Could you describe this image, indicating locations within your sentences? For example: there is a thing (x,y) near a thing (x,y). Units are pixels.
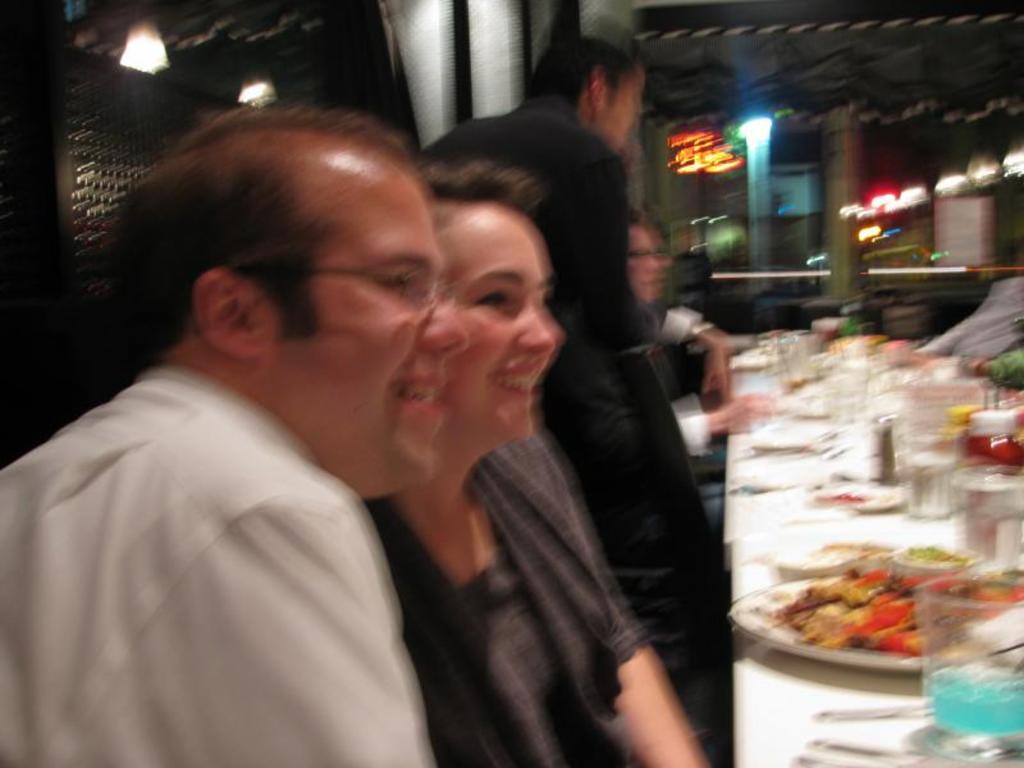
In this image I can see people (407,403) where one is standing and rest all are sitting. I can also see smile (415,377) on few faces (524,426). Here I can see a table (808,691) and on it I can see few glasses (1002,727), few plates (857,554), food (857,612) and few spoons (851,745). I can also see this image is little bit blurry.
